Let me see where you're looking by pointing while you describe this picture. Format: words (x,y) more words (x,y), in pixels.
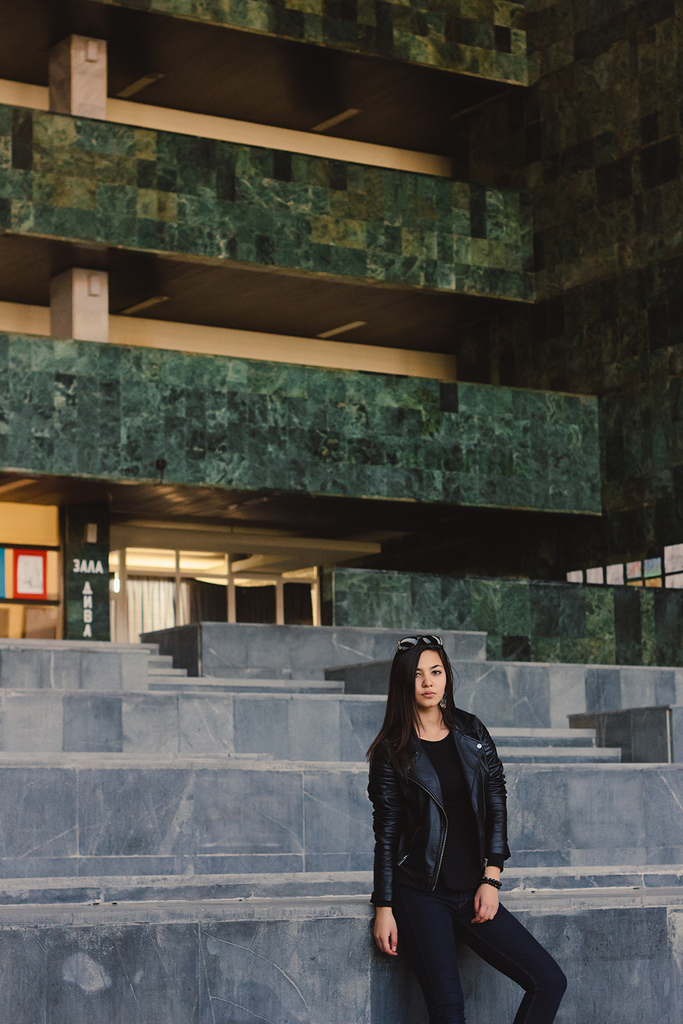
This image consists of building (393,398) in the middle (344,569). There is a person (424,740) at the bottom (460,825). She is woman (469,827). She is wearing black jacket (419,878). She is wearing bracelet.
